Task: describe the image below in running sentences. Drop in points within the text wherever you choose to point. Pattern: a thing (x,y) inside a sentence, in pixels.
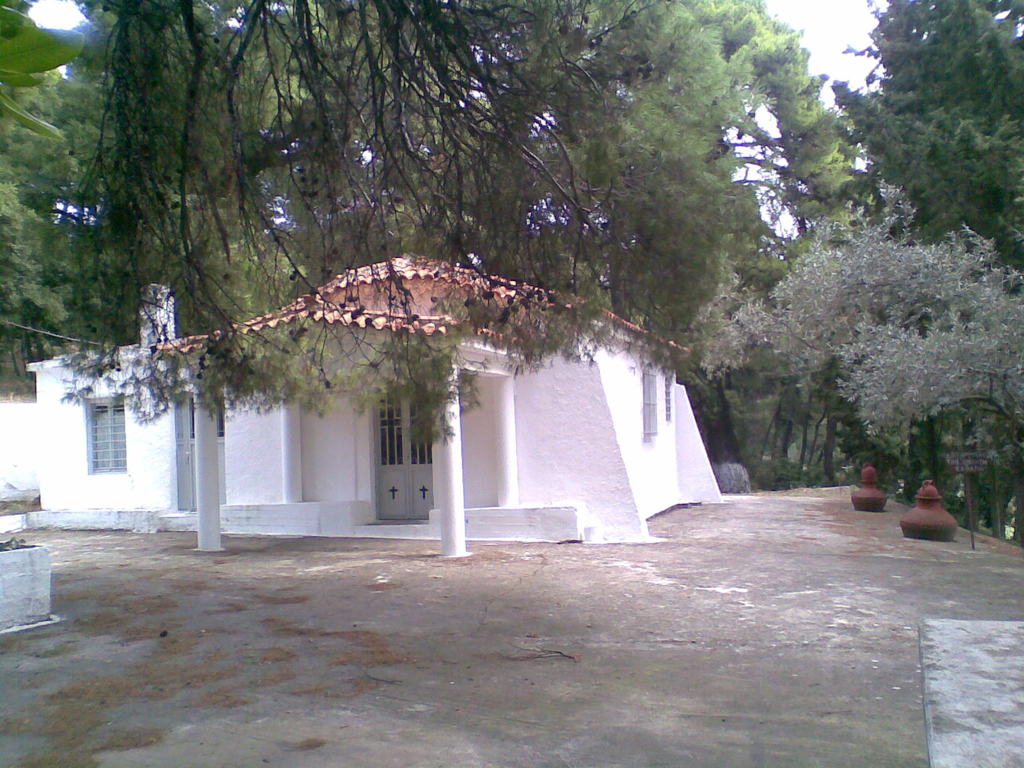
Here we can see a house (208,419), windows (106,425) and door (398,507). Around this house (523,409) there are trees (206,100).
